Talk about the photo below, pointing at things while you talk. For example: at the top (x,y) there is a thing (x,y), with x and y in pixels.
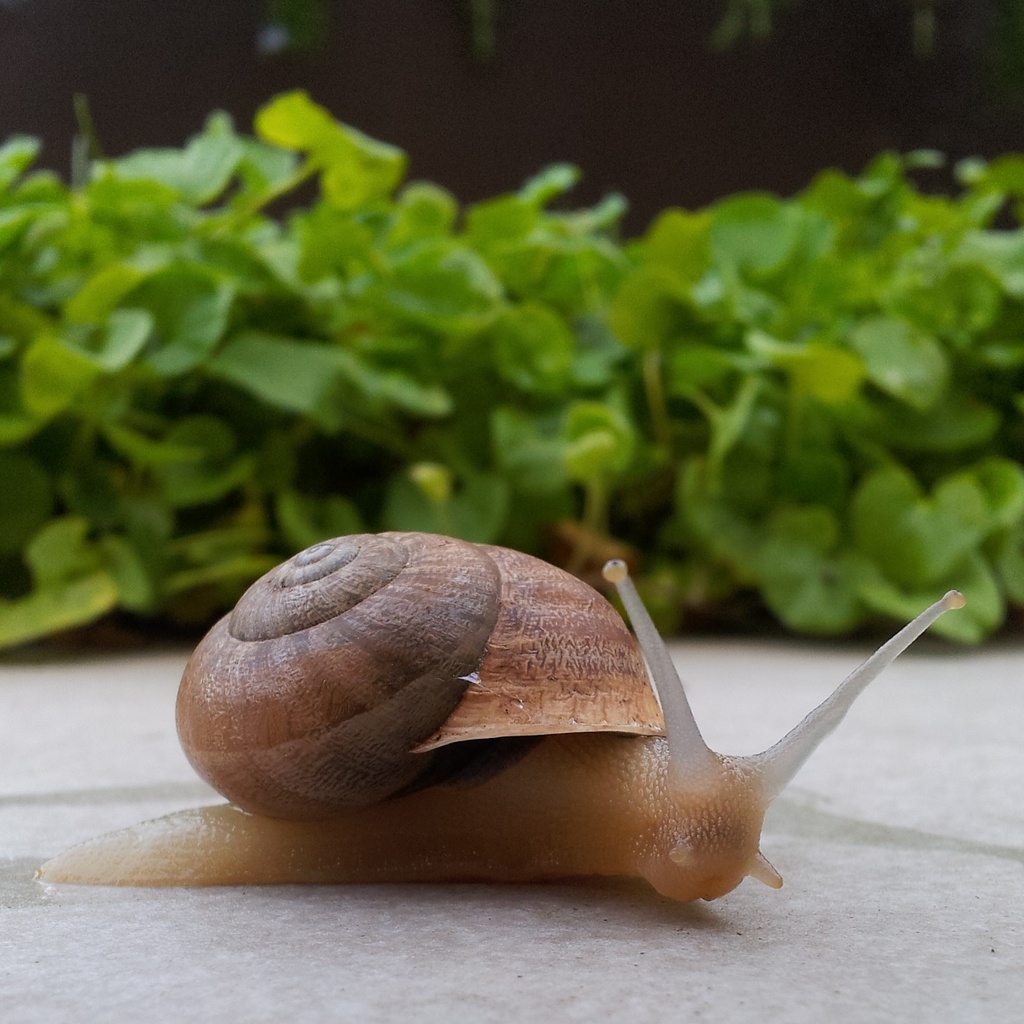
In the center of the image (380,681) there is a snail (466,659). In the background (234,374) there are plants (585,376).
